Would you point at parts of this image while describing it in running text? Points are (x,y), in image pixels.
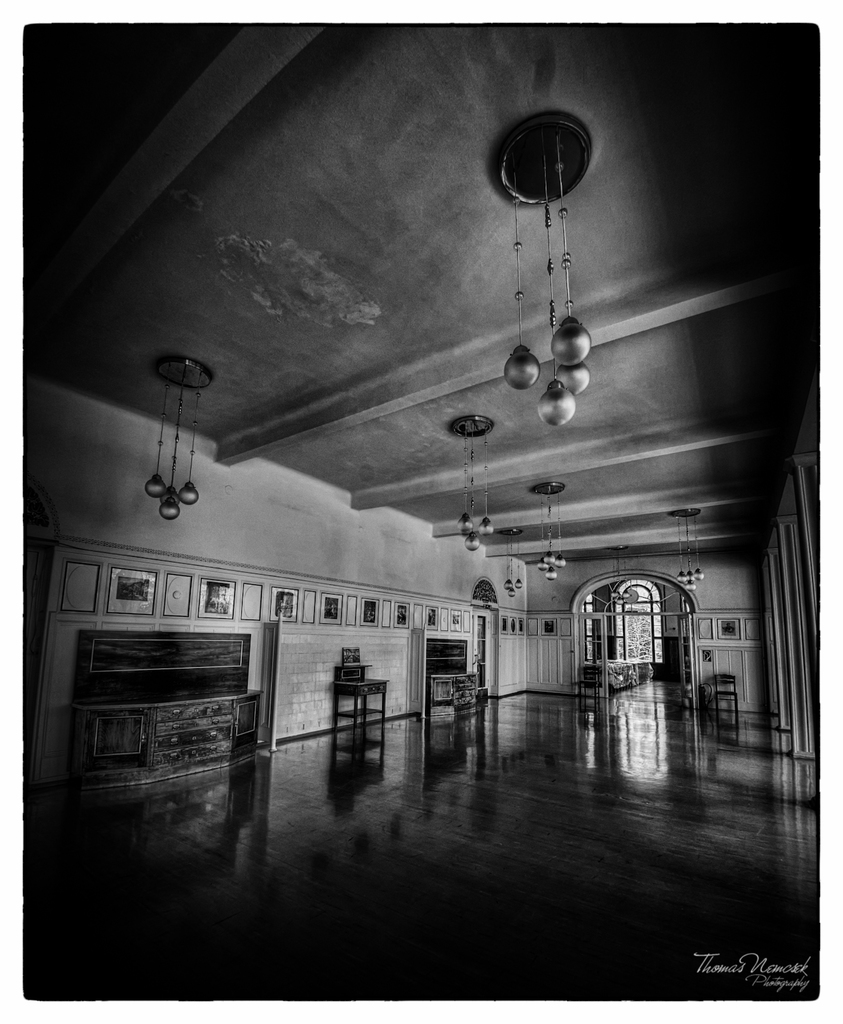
This is a black and white image. On the bottom right (787,985), there is a watermark (769,965). At the bottom of this image (427,868), there is a floor (398,819) of a building (719,728). In the background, there are lights (552,488) attached to the roof (573,464), there are photo frames (503,625) attached to the walls (771,623) of the buildings (282,630), there are cupboards (132,740) and other objects (727,675).
